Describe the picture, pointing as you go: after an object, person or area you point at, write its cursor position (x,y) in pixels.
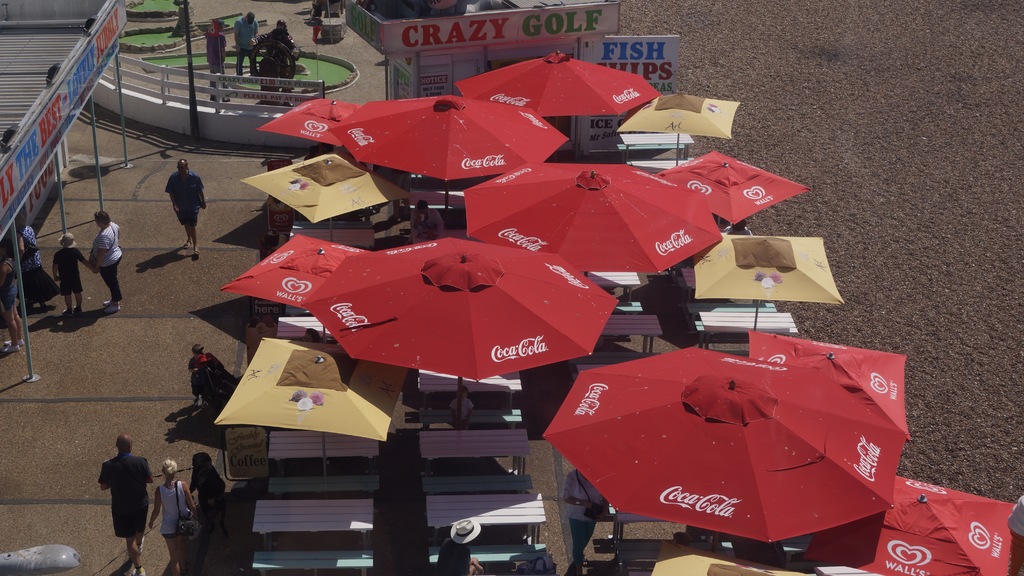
In this image we can see a some benches (744,331) and umbrellas (594,302) with some text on it, behind it there are boards (604,139) and posters (604,139) with some text (474,33) written on it, on the left side of the image (6,333) we can see a group of people (144,534) and a board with some text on it.
